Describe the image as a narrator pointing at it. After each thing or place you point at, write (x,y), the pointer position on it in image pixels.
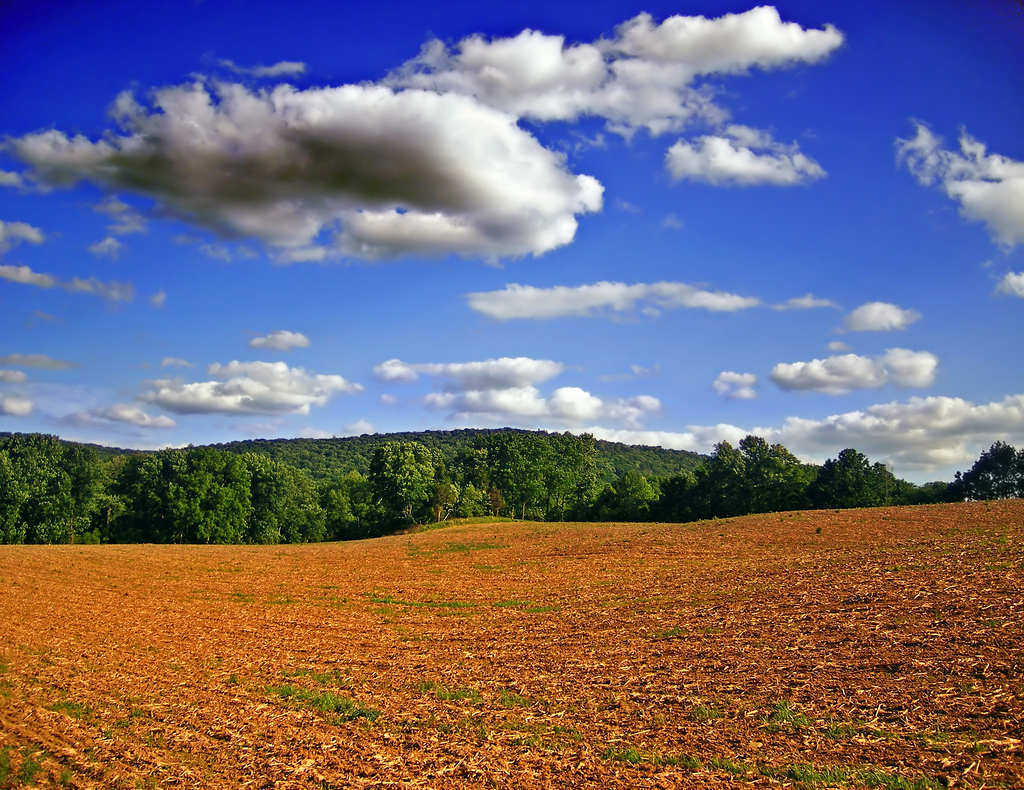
In this image, we can see trees (445,509) and at the bottom (525,635), there is ground (801,587). At the top (385,215), there are clouds (515,237) in the sky (601,301).
